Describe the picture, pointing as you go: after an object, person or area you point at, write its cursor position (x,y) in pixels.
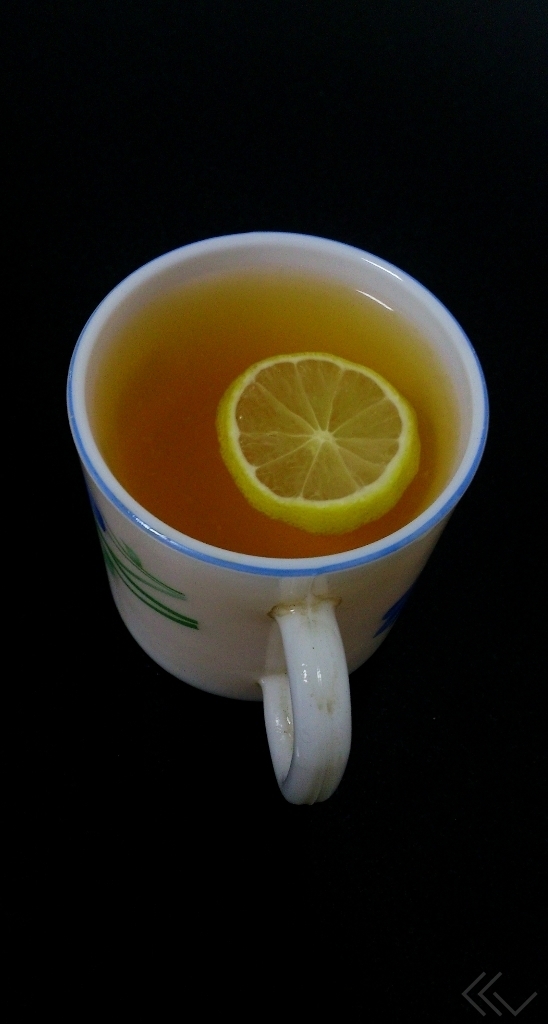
In this picture there is a cup (382,270) which is kept on the table (474,781). In that cup (378,264) we can see black tea (305,339) and lemon (285,433).
